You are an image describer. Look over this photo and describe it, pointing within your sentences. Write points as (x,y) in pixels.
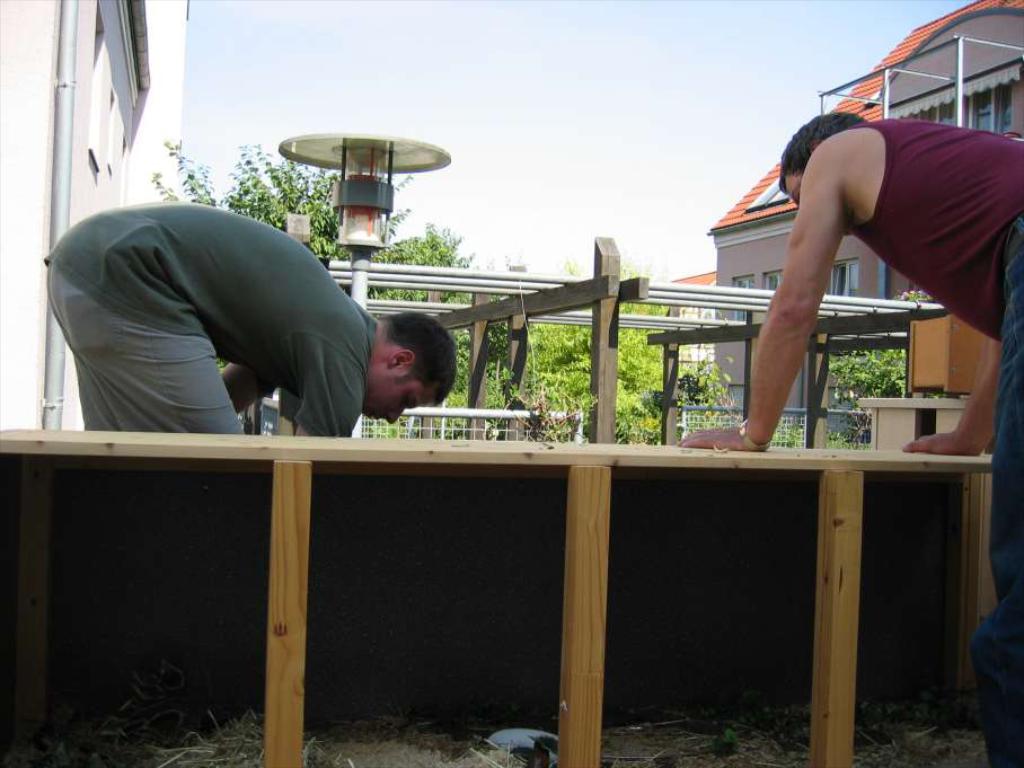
In this image I can see two persons (389,383), the person (955,289) at right (950,301) is wearing maroon color shirt (937,284) and the person (310,334) at left (226,346) is wearing gray and cream color dress (208,345). In front (916,517) I can see a wooden object (822,496), background (396,278) I can see few poles (380,267), buildings (162,144) in white and brown color, trees (277,221) in green color and the sky (544,90) is in white color.
